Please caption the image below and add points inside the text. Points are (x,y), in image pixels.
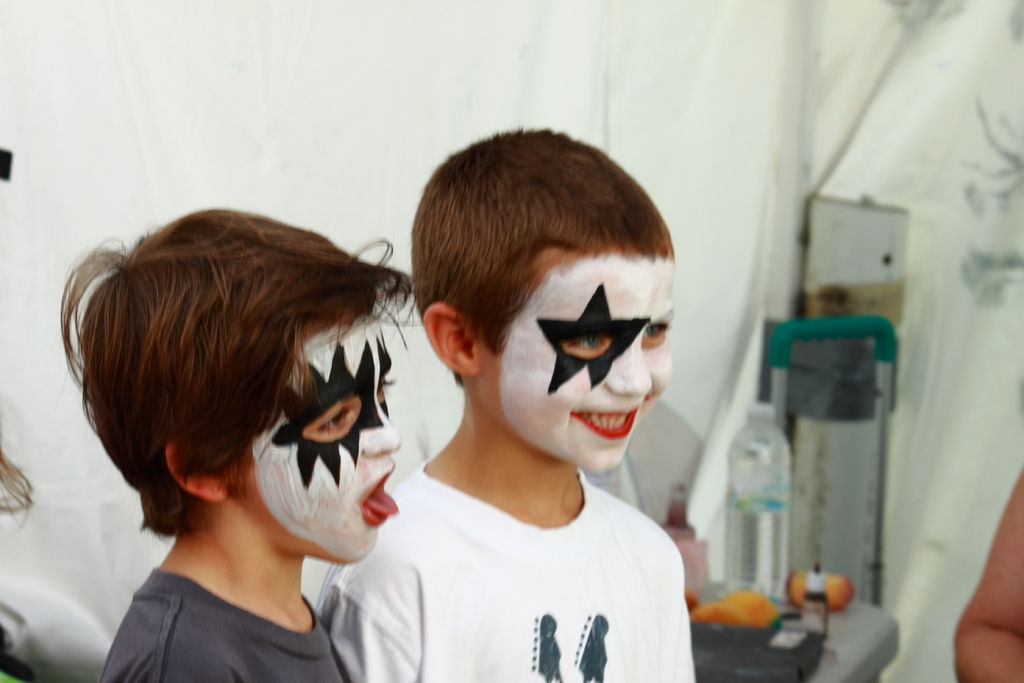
In the center of the image (483,293) two boys (258,484) are standing and we can see painting (544,314) to their faces (398,441). In the background of the image (417,361) we can see a cloth (651,176). On the right side of the image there is a table (841,627). On the table (838,647) we can see some food items (758,622), bottles (776,540) and some objects (769,630) and we can see a person hand (1002,581).
